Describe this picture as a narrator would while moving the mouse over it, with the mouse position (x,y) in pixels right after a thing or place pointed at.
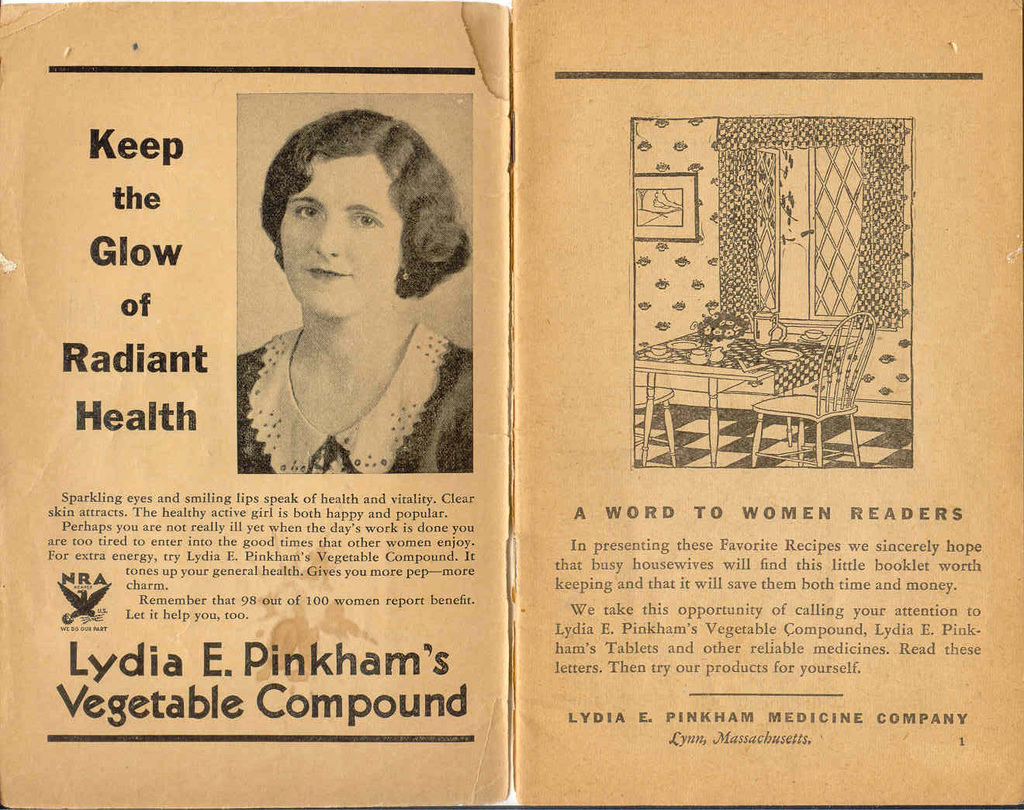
It is a poster. In this image there is a depiction of a person (313,362). There is a table (761,350). On top of it there are some objects (734,337). There are chairs (853,415). In the background of the image (695,310) there is a photo frame (647,237) on the wall (672,295). There is a window (797,230). There is some text (381,607) on the image.
